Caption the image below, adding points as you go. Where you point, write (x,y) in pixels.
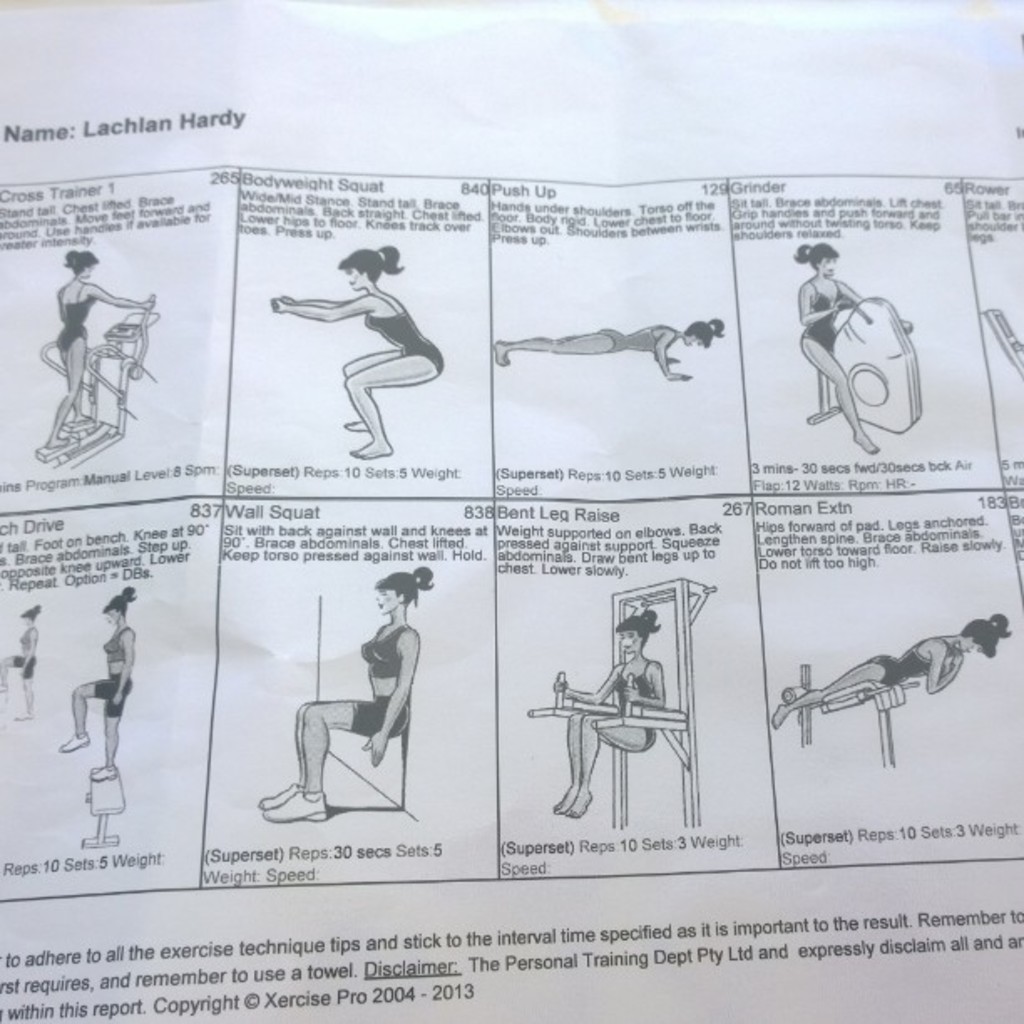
This is a paper (543,448). In this picture we can see a lady (399,323) is doing exercise in different positions. In the background of the image (415,213) we can see the text (663,931).
